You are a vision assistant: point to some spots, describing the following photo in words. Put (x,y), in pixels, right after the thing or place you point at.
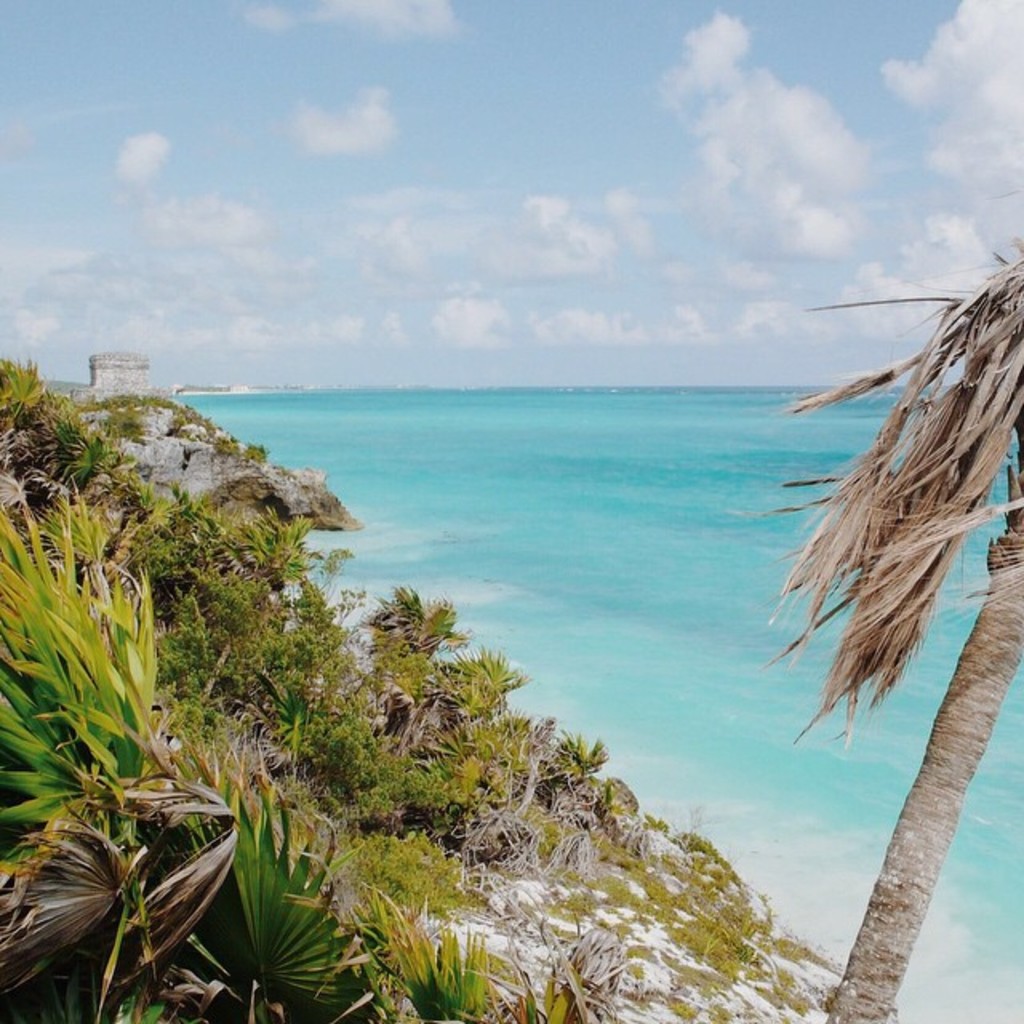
This picture is taken on the sea shore (838,941). Towards the left (166,778) there is a hill (143,455) with plants (256,712) and trees (369,768). Towards the right (1014,489), there is a tree (869,638). In the center (520,538), there is an ocean (627,650). On the top (489,192), there is a sky (557,229) with clouds (751,244).
